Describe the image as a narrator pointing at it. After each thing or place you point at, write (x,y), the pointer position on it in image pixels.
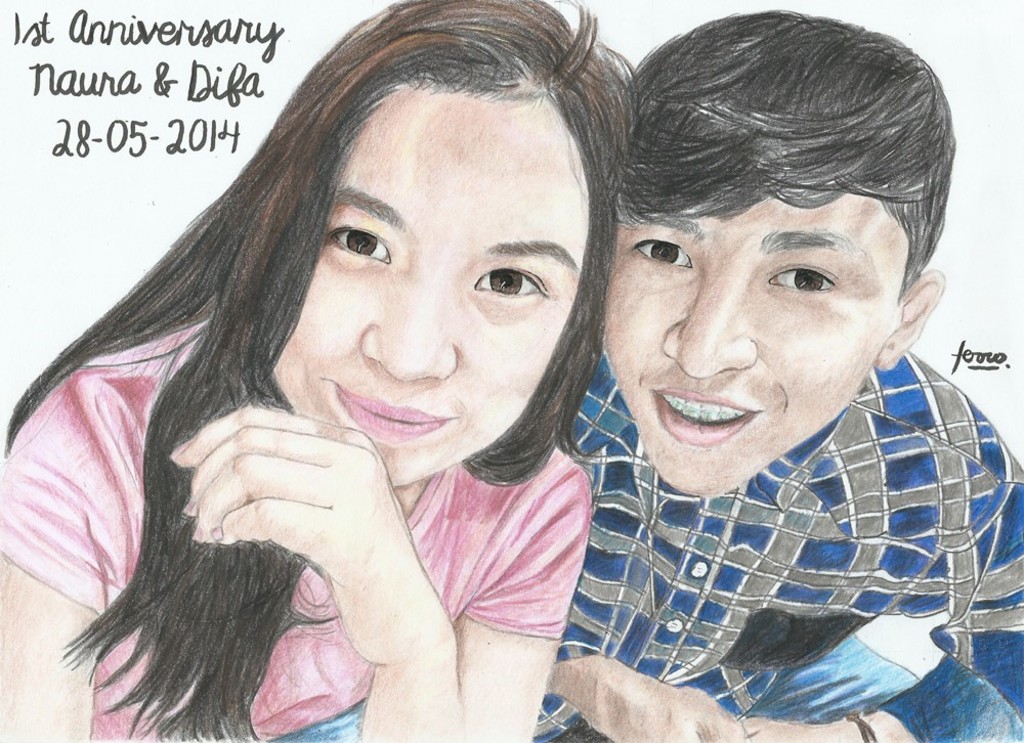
This looks like a pencil sketch of the man (621,538) and woman (510,439) smiling. I can see the letters (96,142) in the image.
